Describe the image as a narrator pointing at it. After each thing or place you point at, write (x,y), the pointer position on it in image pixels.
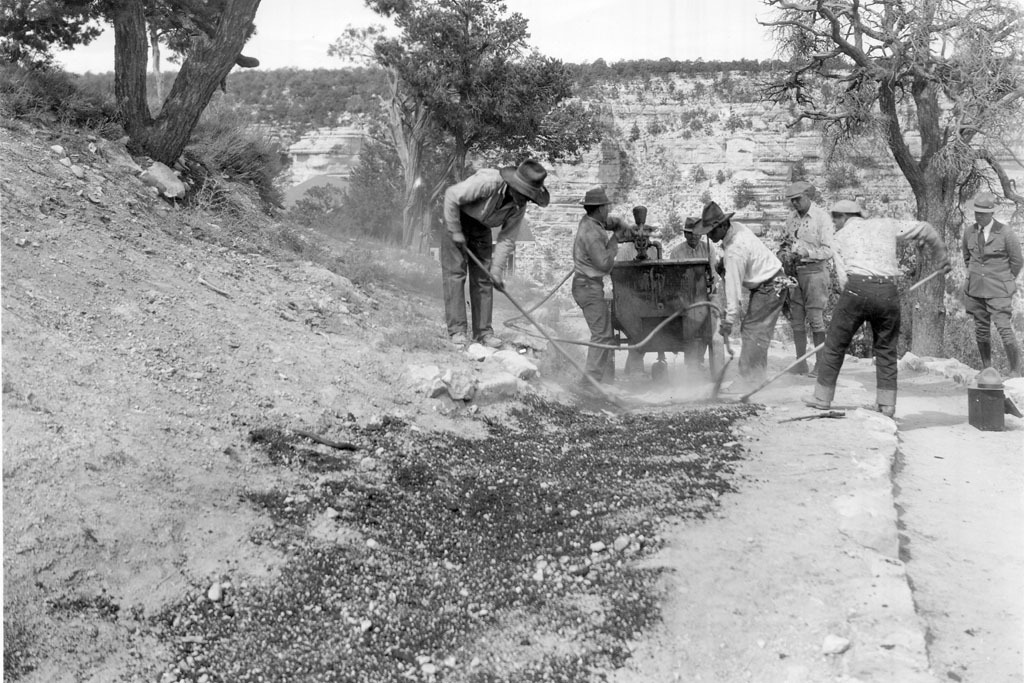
It is the black and white image in which there are few men (816,337) in the middle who are working on the road (606,473). In the middle (595,245) there are few people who are standing around the trolley (638,309). In the background (589,75) there are trees (482,61). On the left side (188,303) there is sand (82,249) on which there is a tree (178,110).
